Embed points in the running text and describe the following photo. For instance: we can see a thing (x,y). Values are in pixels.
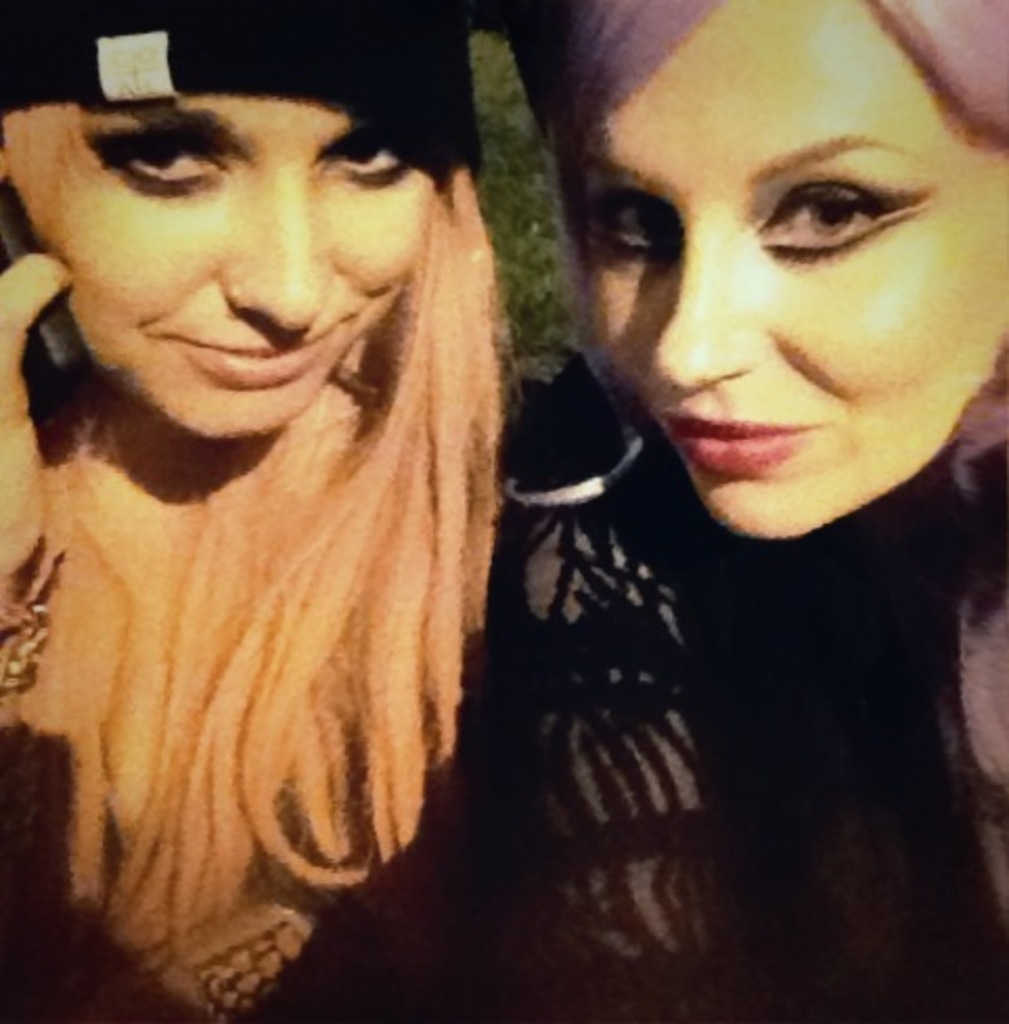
In this image we can see ladies (842,744).
